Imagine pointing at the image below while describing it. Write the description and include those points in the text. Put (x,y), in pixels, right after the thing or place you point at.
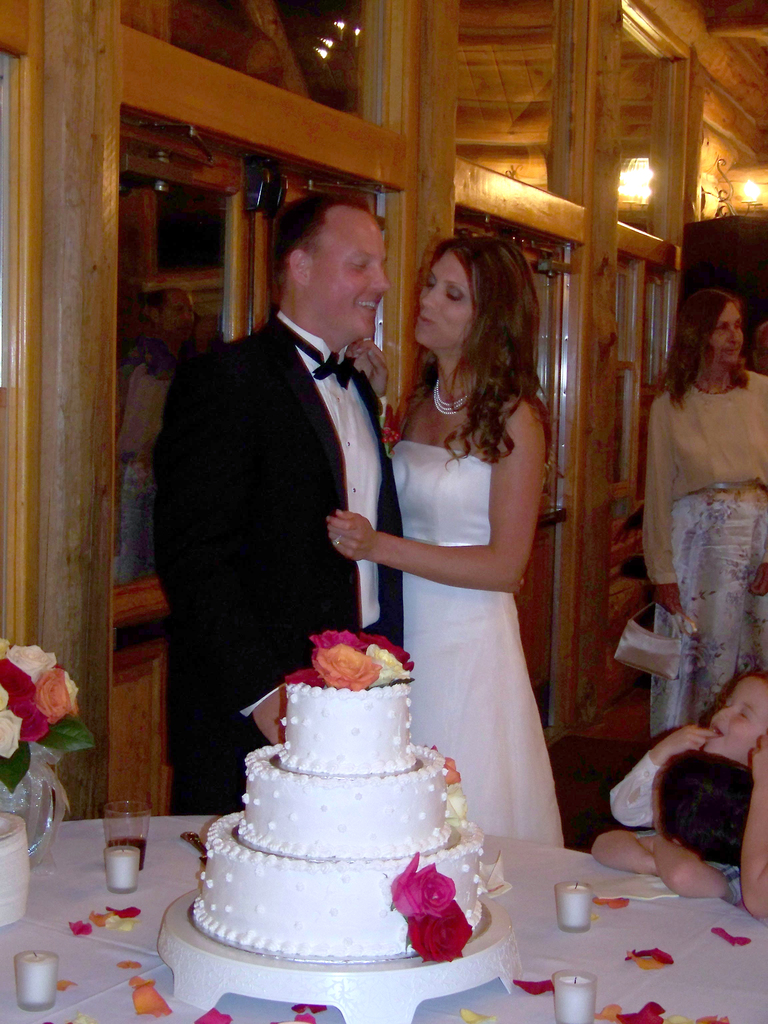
This is the man (345,334) and woman (453,705) standing. I can see a table (621,999) covered with a cloth (655,934). These are the candles (48,982), glass (109,844), flower vase (19,785) with the flowers (8,767), rose petals (516,980) and a cake (390,947) are placed on the table (630,985). There are two kids (732,757) and a woman (701,572) standing. This looks like a lamp (720,170). These are the glass doors (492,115) with the wooden frames (631,417).
